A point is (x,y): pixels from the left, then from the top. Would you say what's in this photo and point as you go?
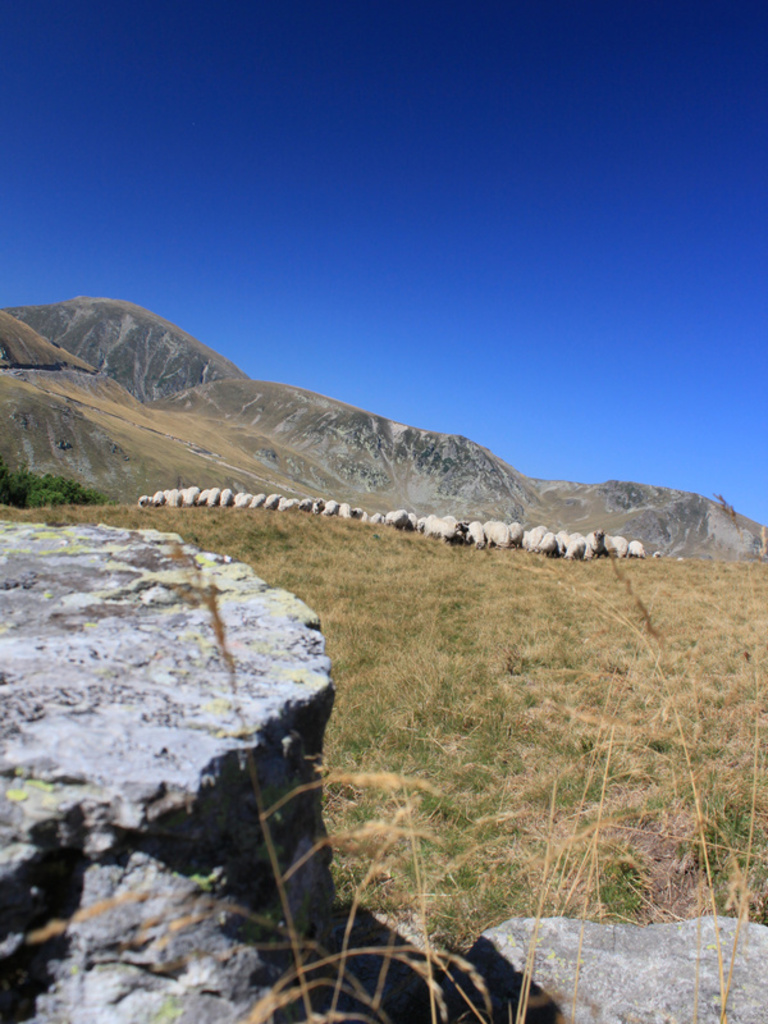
There are sheep (156,504) in the center of the image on the grassland (442,679) and there are rocks (110,619) and sky (487,348).
